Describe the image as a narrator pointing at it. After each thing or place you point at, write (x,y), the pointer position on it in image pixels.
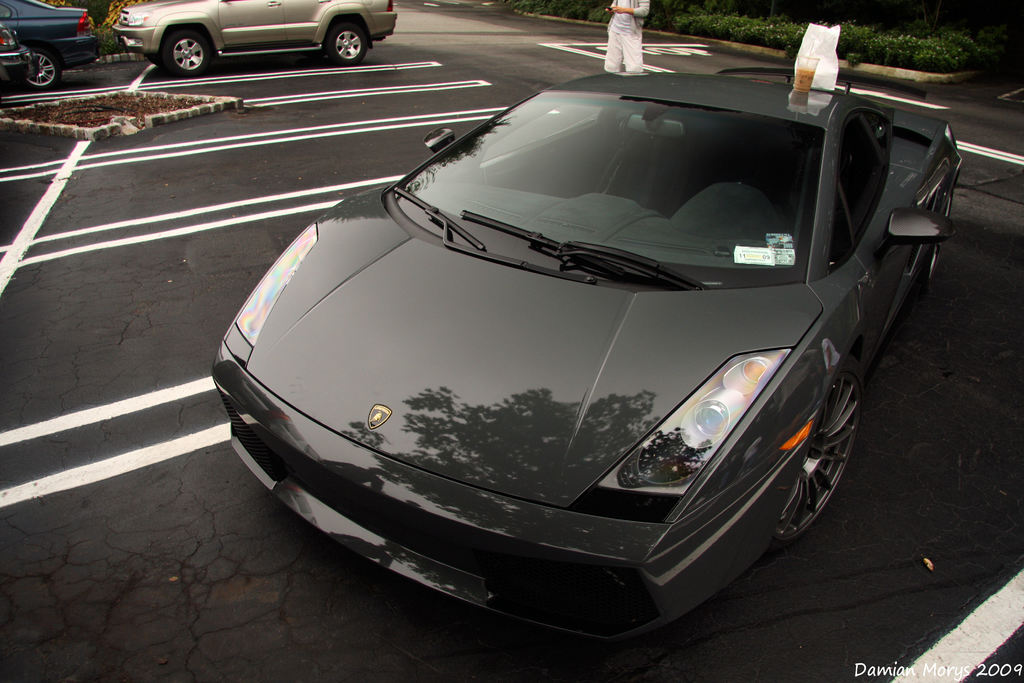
This image is clicked on the road (121,622). There are cars (175,31) parked on the road (377,67). Behind the car (452,289) there is a person (628,28) standing. Behind the person (624,42) there is grass (669,13) on the ground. On the top of the car (819,98) there is a cover (813,48). Beside it there is a glass (806,71). In the bottom right (914,665) there is text (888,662) on the image.
